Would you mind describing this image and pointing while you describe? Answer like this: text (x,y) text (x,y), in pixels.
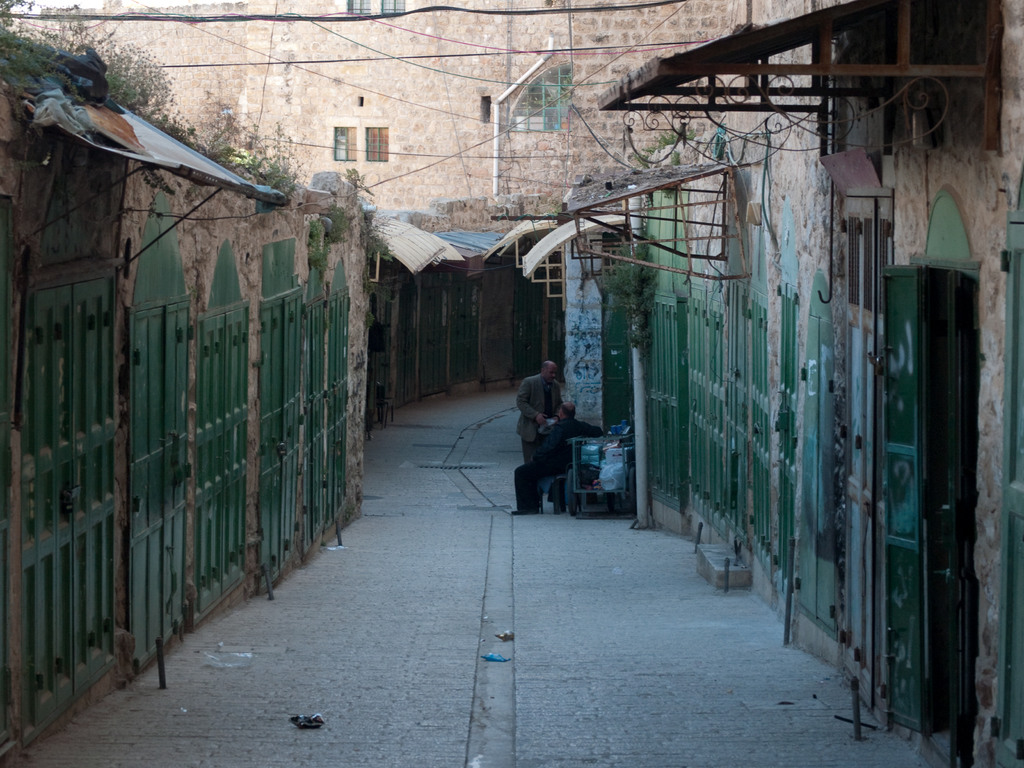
In this image, I think these are the doors (86,451), which are green in color. I can see a building (510,177) with the windows (531,106). I think these are the plants (151,95), which are at the top of the wall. Here is a person (557,443) sitting and another person (530,416) standing. This looks like a wheel cart (589,488). I think this is a pathway (467,578).
